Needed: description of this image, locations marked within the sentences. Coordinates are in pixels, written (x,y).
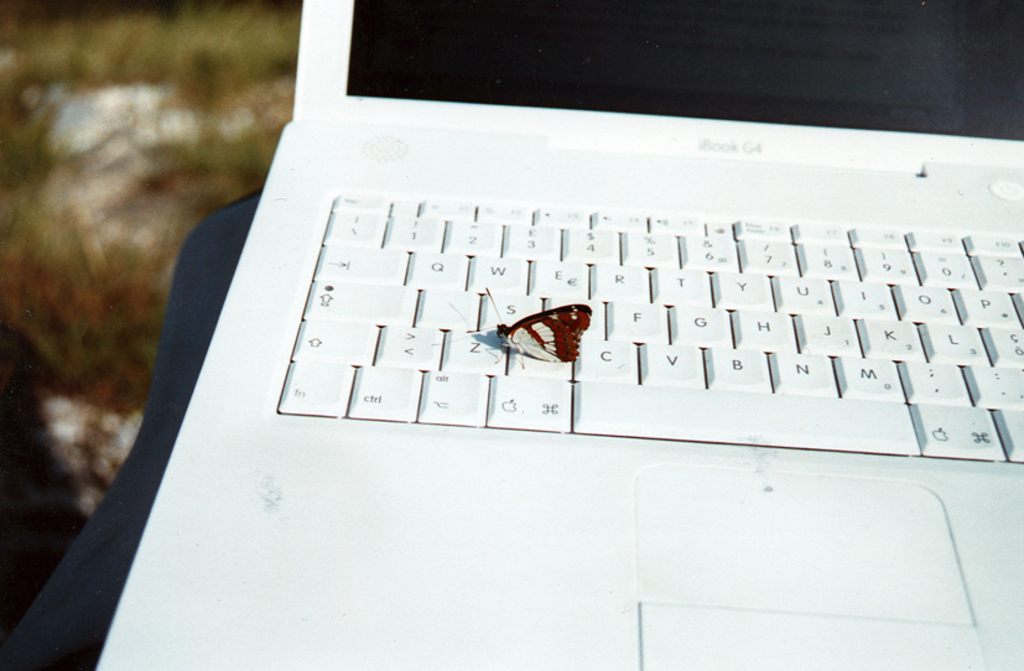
In this image I can see a laptop (737,392) which is white in color and the screen (826,55) of the laptop (738,42) is black in color. I can see a butterfly (579,332) which is white and brown in color on the laptop (538,385). I can see the blurry background (91,235).
